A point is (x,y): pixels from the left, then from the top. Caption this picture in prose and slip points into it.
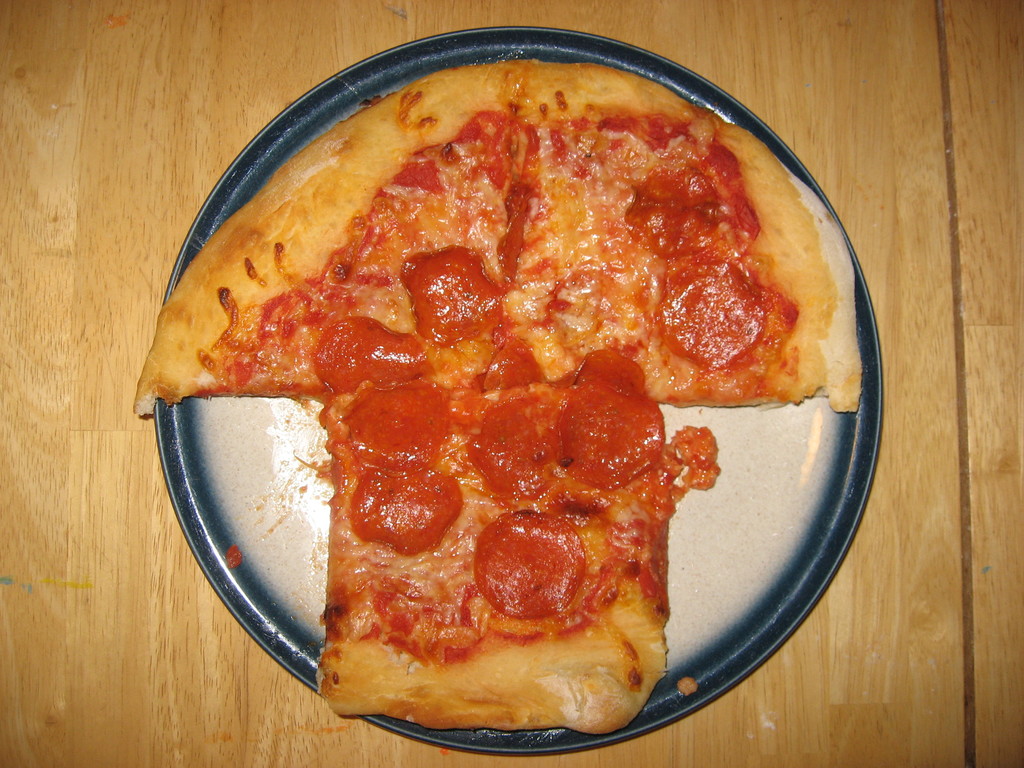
In the image we can see a plate (786,542), in the plate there is a food item (350,394) and this is a wooden surface (881,217).
